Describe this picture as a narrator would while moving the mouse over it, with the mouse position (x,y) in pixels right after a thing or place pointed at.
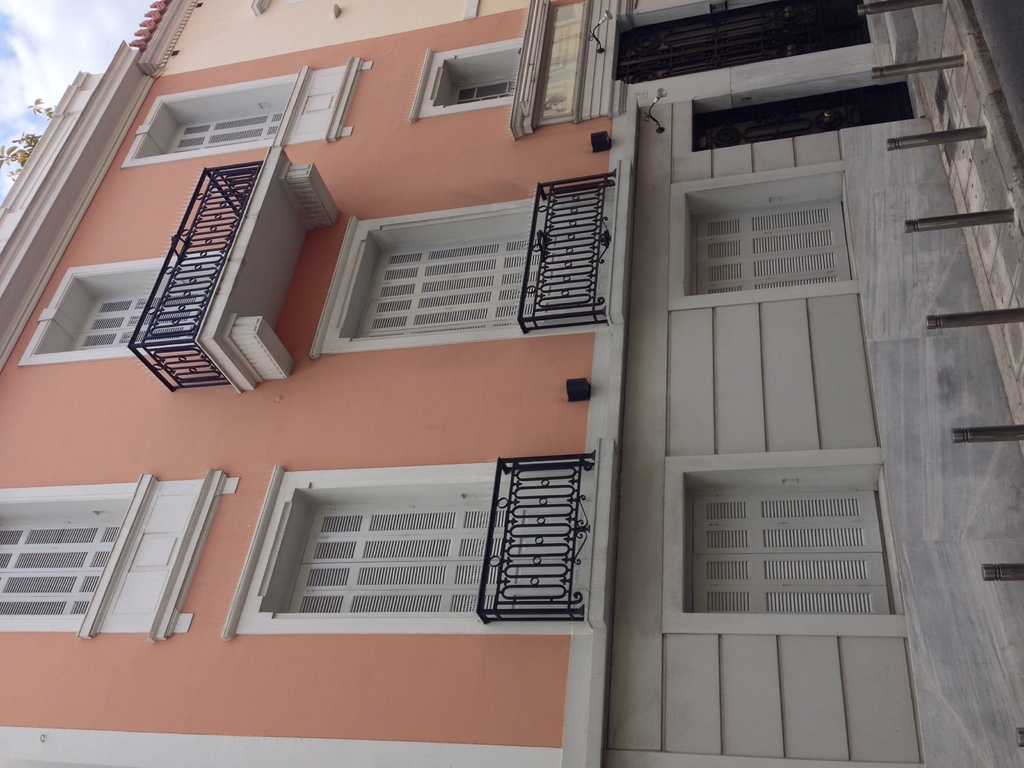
In this picture, we see a building (400,285) in white and orange color. We even see windows (773,588), doors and iron railings (540,286). On the right side of the picture (957,271), we see small iron rods (998,576). In the left top of the picture (68,60), we see a tree (34,145) and the sky (58,39).
